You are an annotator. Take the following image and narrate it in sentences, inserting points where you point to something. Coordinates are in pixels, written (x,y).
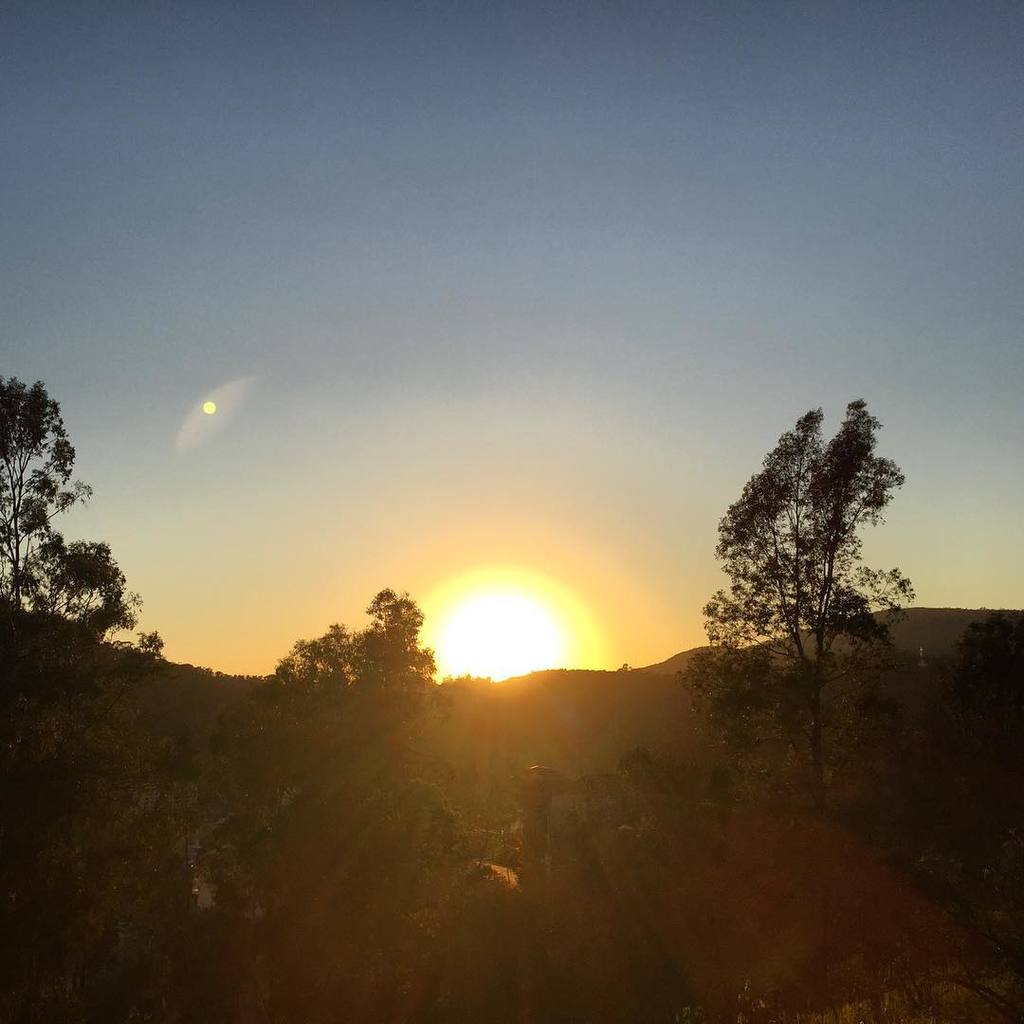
In this image we can see trees (417,734), mountains (581,762) and sunset (529,615) in the sky (399,360).
